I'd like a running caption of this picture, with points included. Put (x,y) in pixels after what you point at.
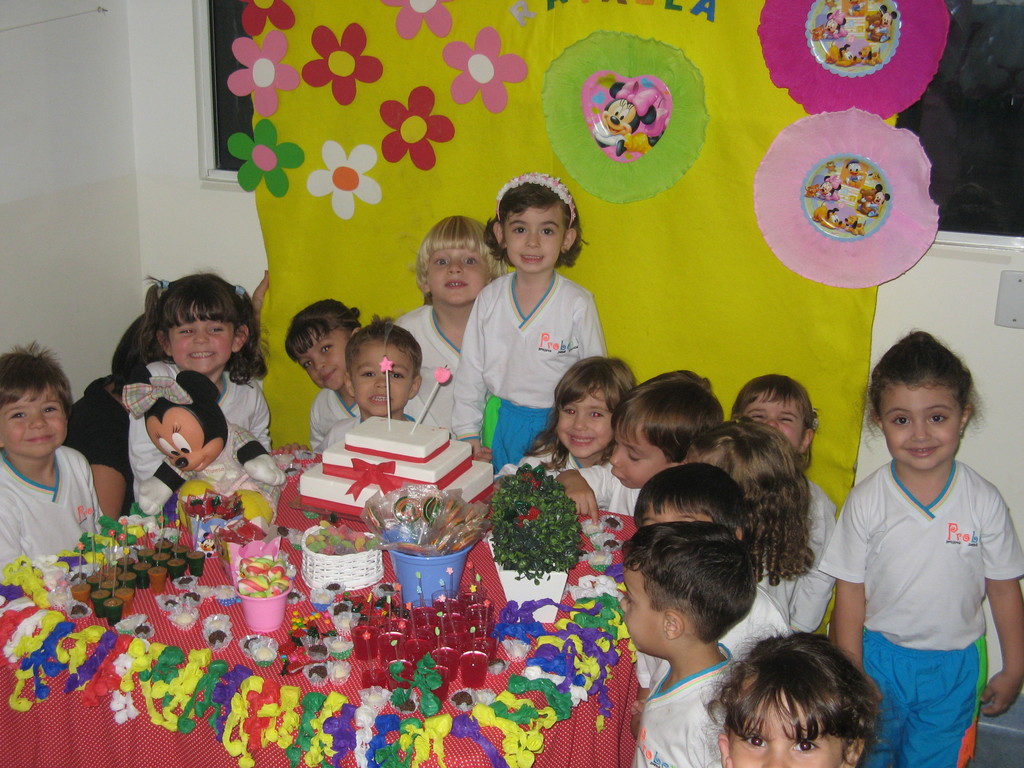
In this picture we can see many children (697,449) near to the table (441,727). On the table (441,726) we can see the cake (431,482), cups (451,601), juice (386,657), creams (329,645), spoons (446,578), buckets (442,559), chocolates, lollipops (409,513), balloons (60,632) and cloth (162,709). In the background (619,206) there is a yellow color cloth (733,300) near to the window (948,210).
